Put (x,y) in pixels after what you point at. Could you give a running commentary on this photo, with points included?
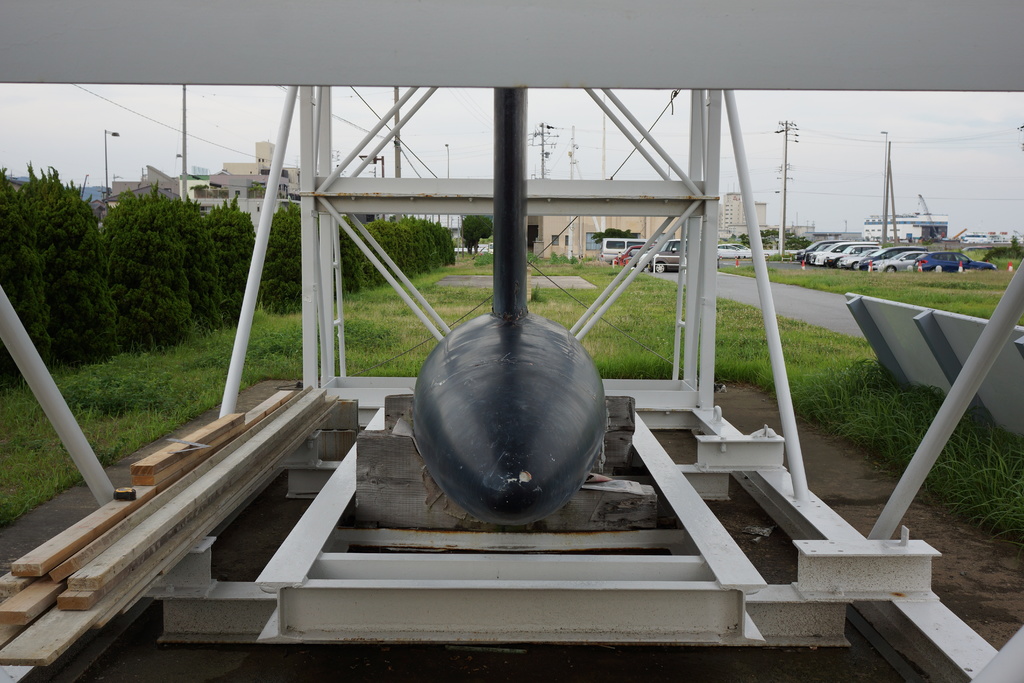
In the center of the image (645,387) there is a tower (437,543). In the background (257,185) there are buildings (215,183), poles (577,175), trees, cars (908,261), wires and sky (819,117). At the bottom (983,471) there is grass (971,477).
